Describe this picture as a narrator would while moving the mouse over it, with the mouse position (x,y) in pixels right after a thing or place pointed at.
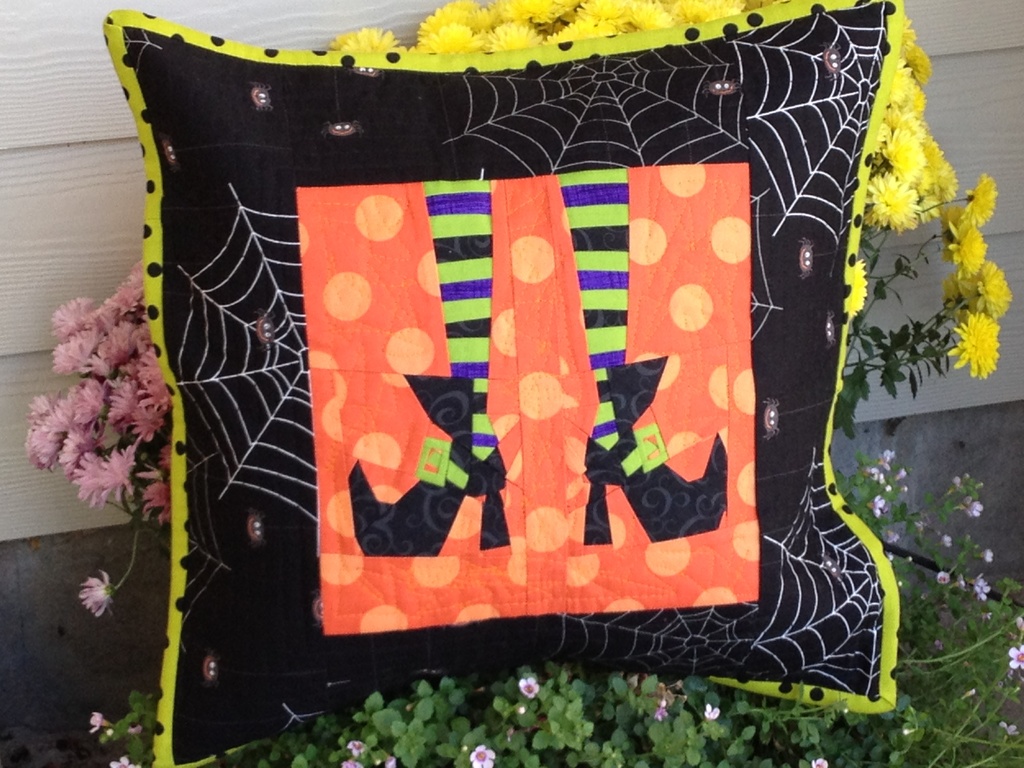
In this image we can see a pillow (552,369), flowers (437,43) and we can also see the plants (474,738).
